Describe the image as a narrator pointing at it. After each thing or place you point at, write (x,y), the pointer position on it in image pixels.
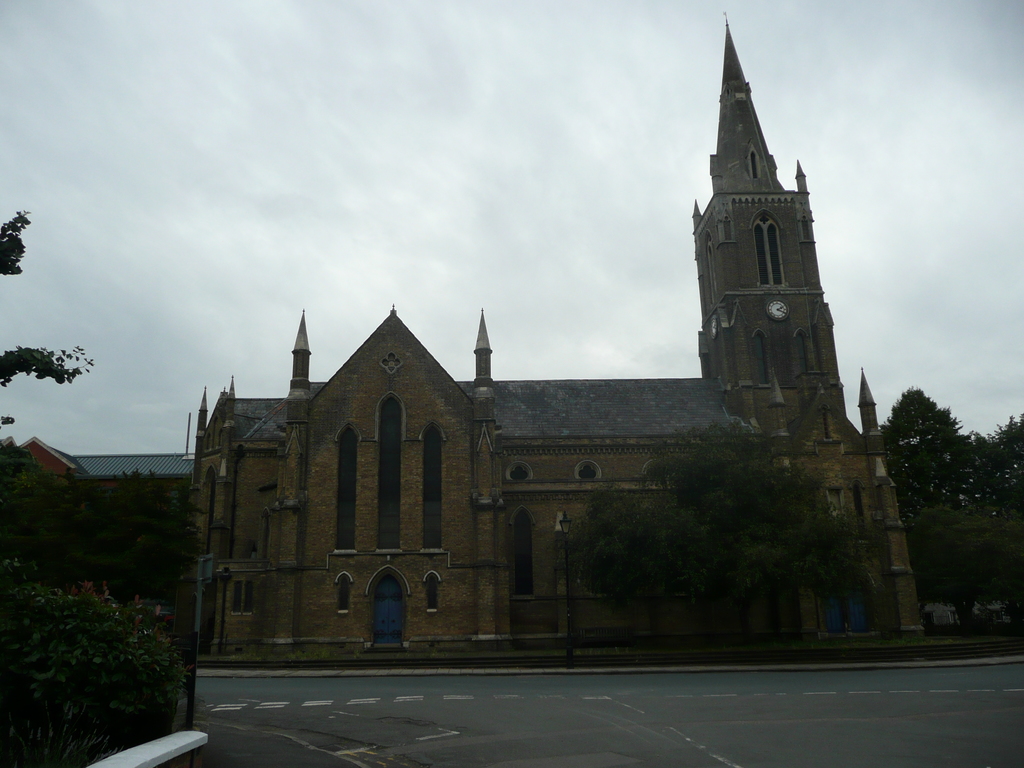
In the center of the image (556,406), we can see a building (348,491) and in the background (972,468), there are trees (690,555) and at the bottom (693,730), there is road (744,728). At the top (397,118), there is sky (441,124).
